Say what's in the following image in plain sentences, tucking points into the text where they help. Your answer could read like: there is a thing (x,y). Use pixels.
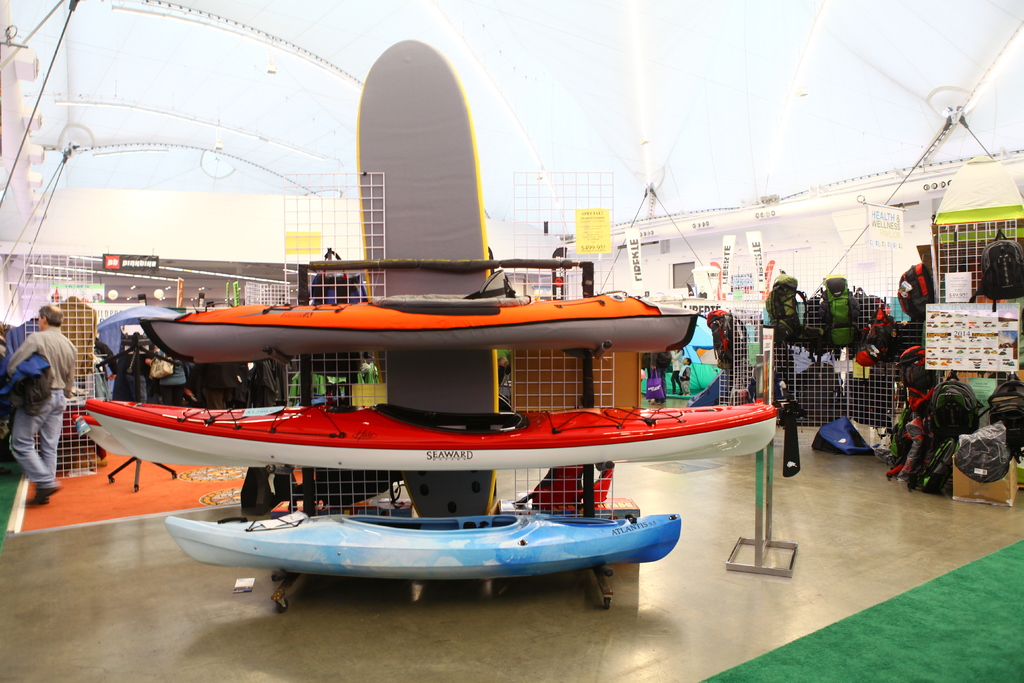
This is the picture of a place (71,539) where we have some thing (504,466), a net (782,371), some bags (851,452) and some other things (950,295) to the other side of the net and some people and boards (459,194) around.
